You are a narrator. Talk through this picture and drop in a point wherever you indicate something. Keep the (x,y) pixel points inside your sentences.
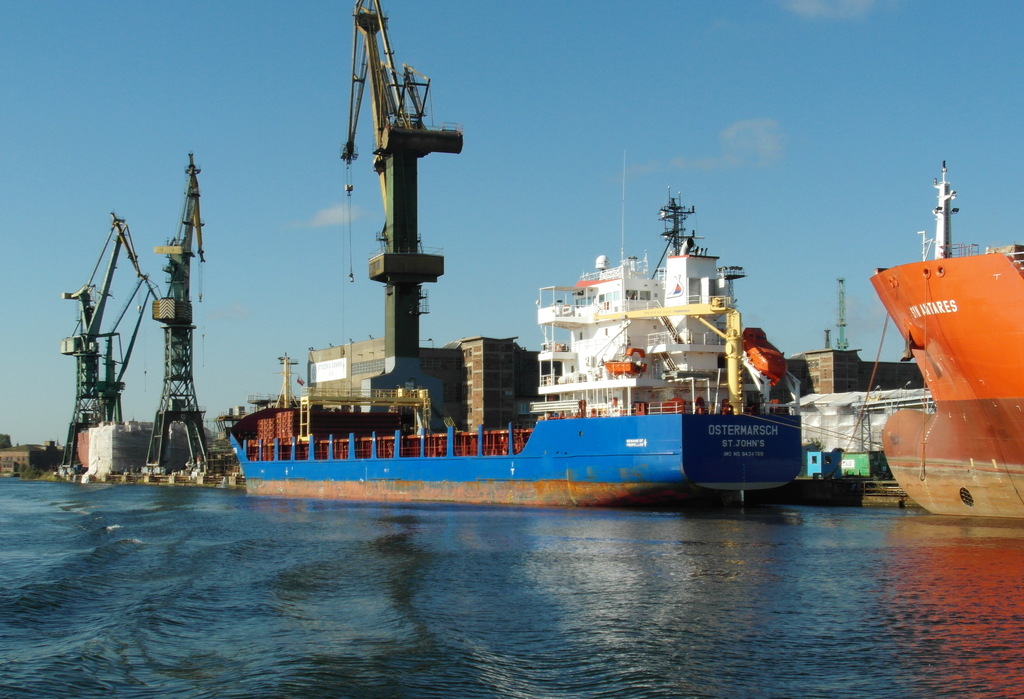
In this image in the front (514,593) there is water (455,614). In the background (420,440) there are ships (788,441) and there are towers (118,404), buildings (492,412) and the sky (564,218) is cloudy.
